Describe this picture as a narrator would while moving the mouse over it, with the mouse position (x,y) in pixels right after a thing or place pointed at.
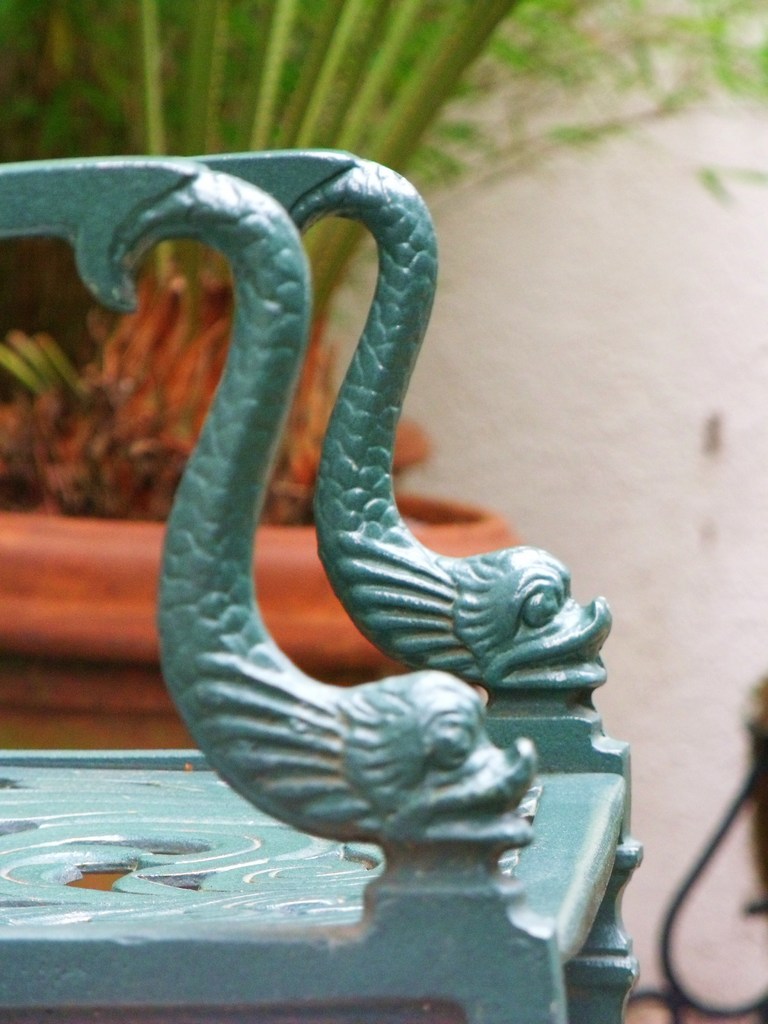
At the bottom of this image (370,743), there is a metal chair (451,954) having two fish sculptures (503,623) designed on the two hands (406,315). In the background (295,654), there is a potted plant (346,654) and there is a white wall (647,377).
